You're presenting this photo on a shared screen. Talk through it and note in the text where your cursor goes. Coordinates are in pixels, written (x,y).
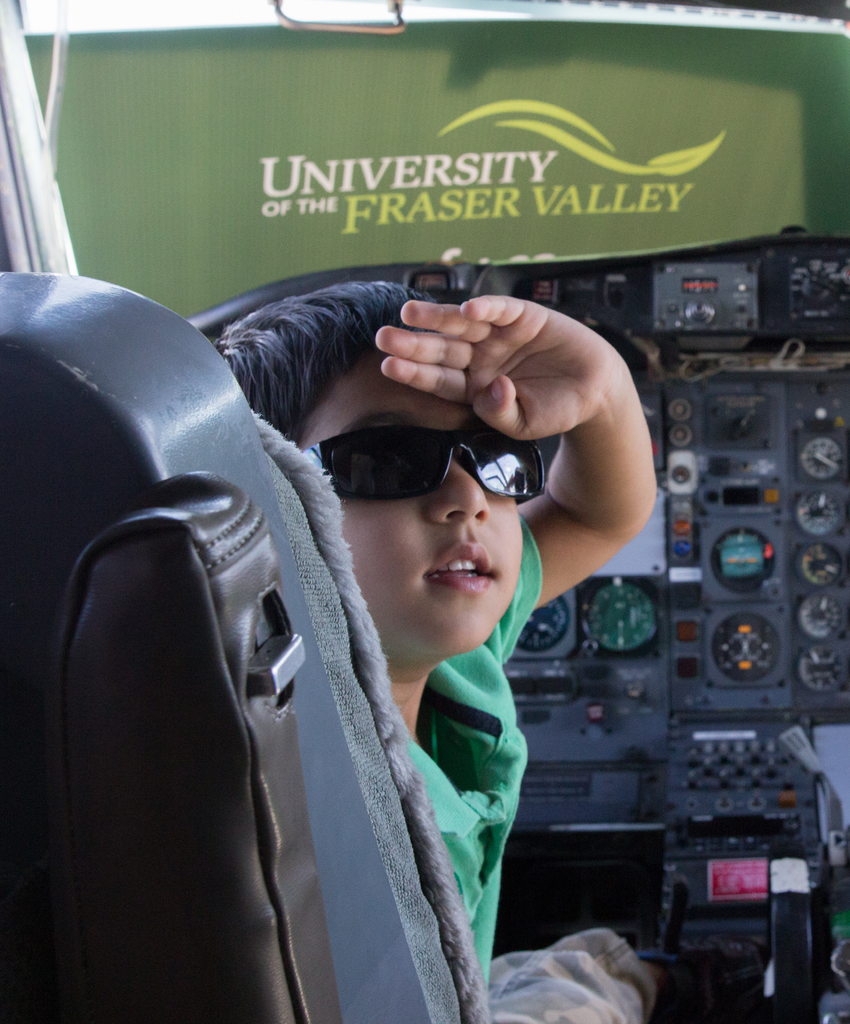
In this image there is one boy (408,597) sitting in the chair (289,812) as we can see at left side of this image (193,871) and there is a inner part of an aeroplane (701,664) as we can see in middle of this image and there is some text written at top of this image (390,197), and this kid (379,511) is wearing black color goggles (416,485).
